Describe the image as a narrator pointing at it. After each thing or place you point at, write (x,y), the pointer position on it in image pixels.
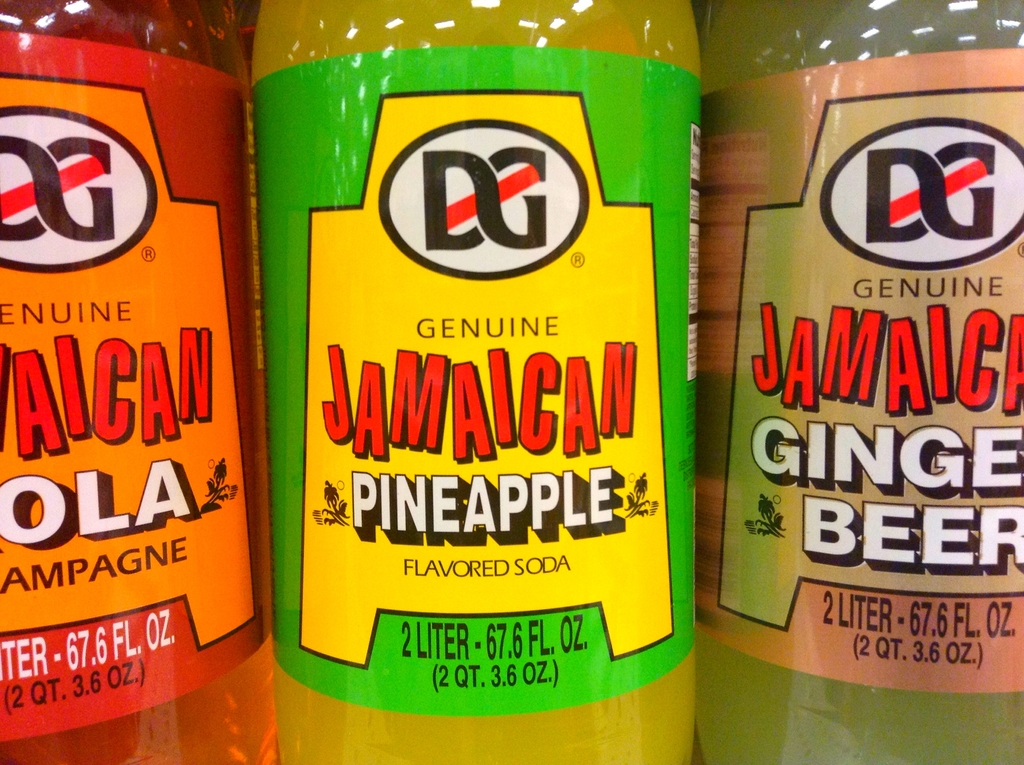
In this picture, we see the cool drink bottles (264,71) in red, yellow and light green color. We see the stickers (153,374) pasted on the bottles (314,65), are in red, orange, green, yellow, cream and light orange color. We see some text (811,527) written on the stickers (655,601).
